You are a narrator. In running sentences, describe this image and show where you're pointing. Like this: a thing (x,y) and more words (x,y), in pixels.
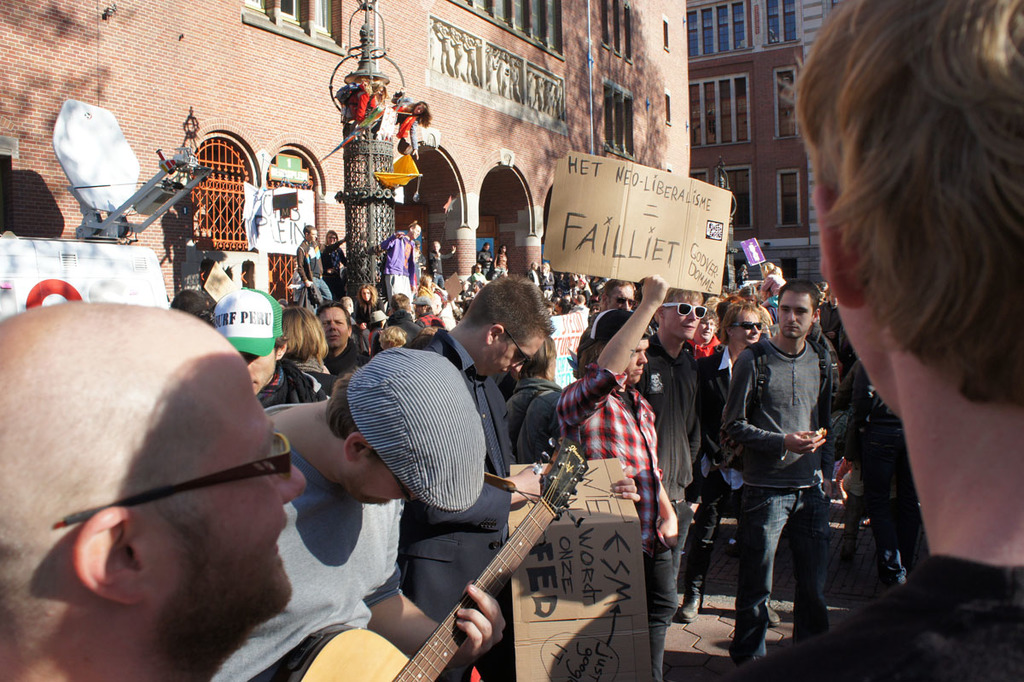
This is the picture on the road (694,642). There are group of people (933,367) in the image. The person (362,509) standing in the front (369,568) with grey t-shirt (351,562) is playing guitar (413,672), the person (622,353) with red t-shirt (616,433) is holding a placard (639,223). At the back (227,52) there is building (231,54) and at the left (58,277) there is a vehicle (74,279) and at the bottom (676,632) there is a road (710,630).
